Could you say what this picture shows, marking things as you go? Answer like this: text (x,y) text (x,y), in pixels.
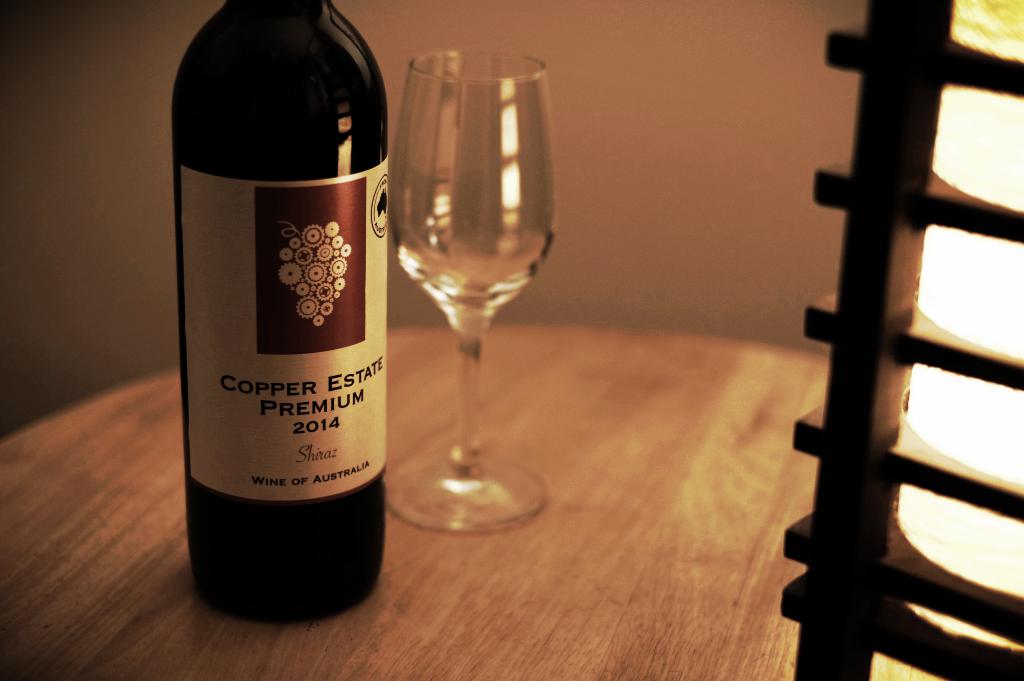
In this image there is a bottle (383,230) and a glass (464,158) on the table (599,548), there is a lamp (877,319) and some lighting (946,447).
